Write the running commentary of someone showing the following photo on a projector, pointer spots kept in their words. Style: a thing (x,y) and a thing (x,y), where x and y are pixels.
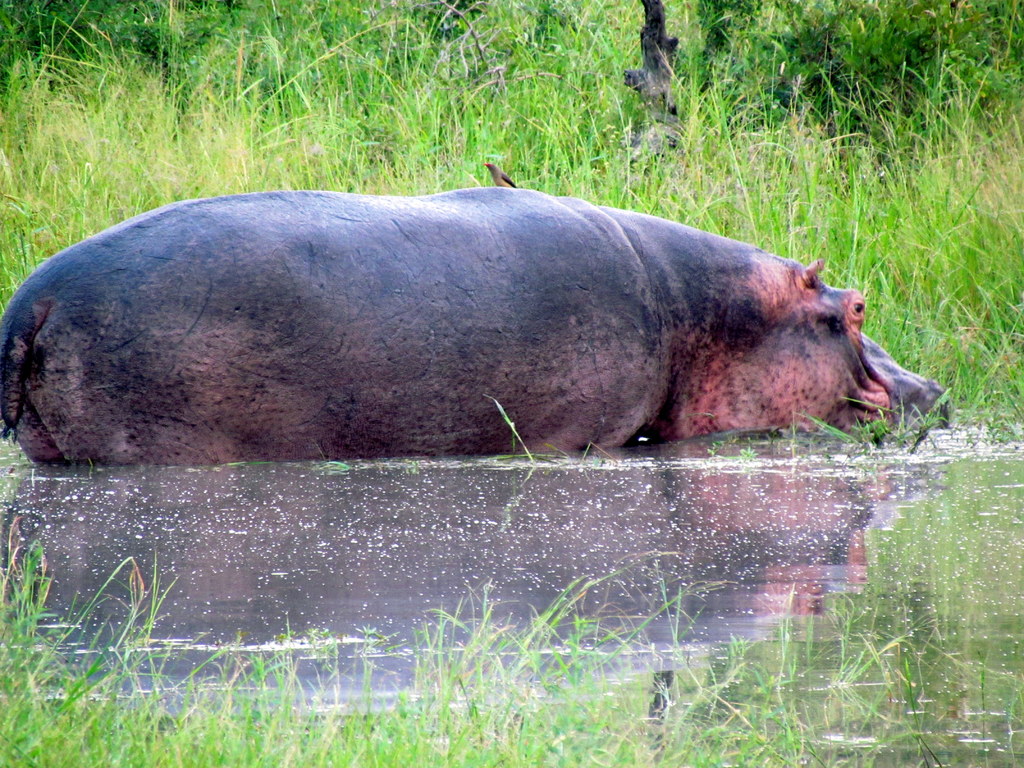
In this image, I can see a bird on a hippopotamus (446,373), which is in the water (583,515). I can see the grass (656,162) and a branch (652,142).
